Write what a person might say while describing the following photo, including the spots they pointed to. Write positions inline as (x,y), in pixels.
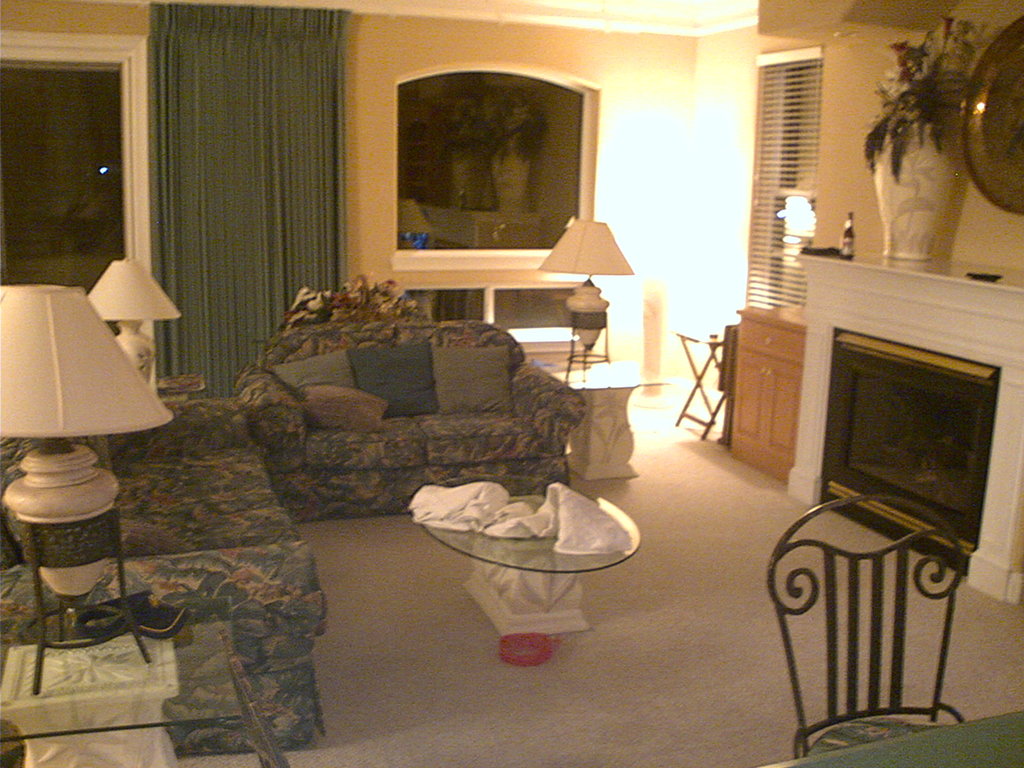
This picture seems to be clicked in a living room (538,100). there is sofa set (200,479), chairs (902,657), teapoy (514,564) on left side (341,446), On right side (927,239) there is flower vase (913,187), lights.
